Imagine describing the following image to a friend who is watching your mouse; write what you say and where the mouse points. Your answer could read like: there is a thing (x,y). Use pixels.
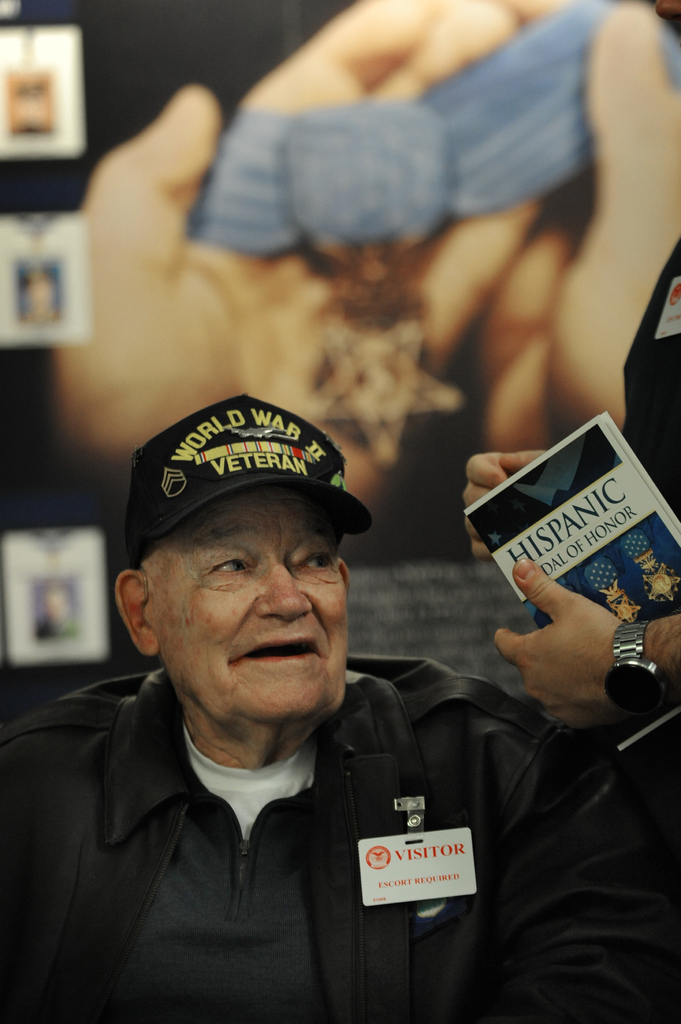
In this image I can see a person (374,756) is wearing black color dress (367,795) and black color cap (256,446). Person (511,639) is holding book (561,518). Back Side I can see person hand (216,351) and it is blurred.
